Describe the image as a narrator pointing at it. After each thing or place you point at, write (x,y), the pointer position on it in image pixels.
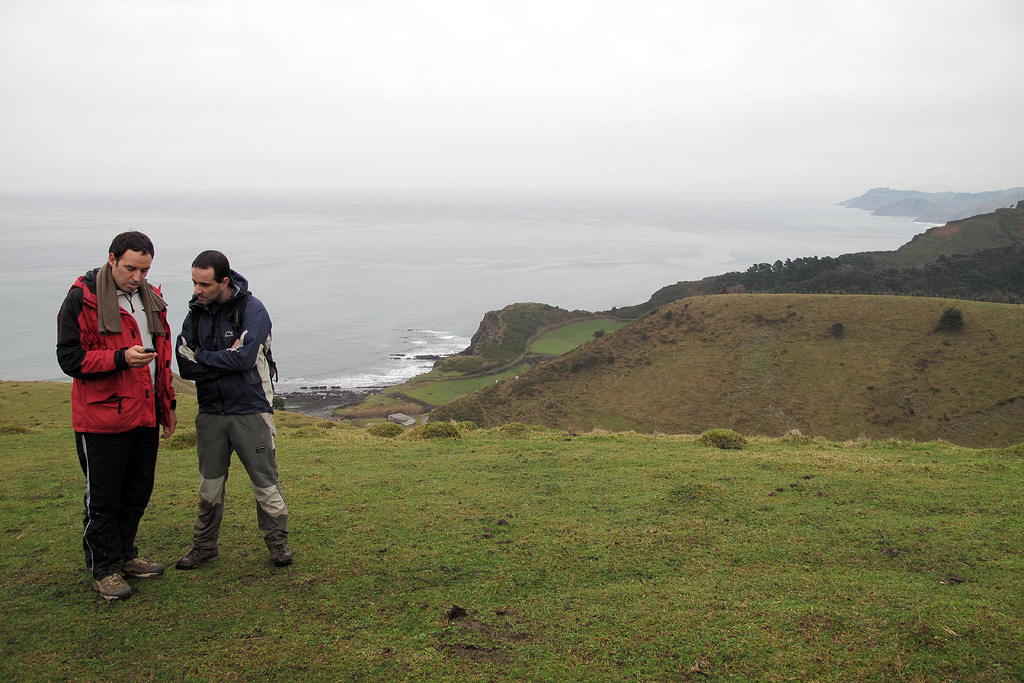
In this picture I can see 2 men (125,330) standing in front (93,347) and I see that they're wearing jackets (108,406) and they're on the grass (349,489). In the background (976,292) I can see the hills (608,311) and few trees (765,270). I can also see the water (381,200) and the sky (517,111).
